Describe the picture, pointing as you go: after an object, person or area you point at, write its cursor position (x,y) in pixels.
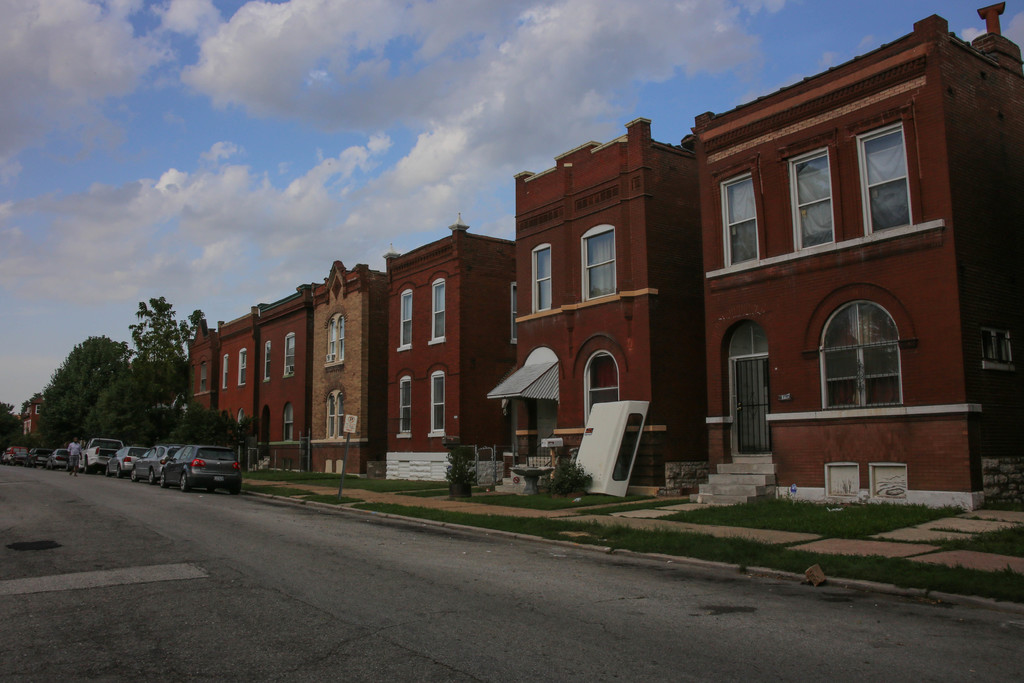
In this image I can see at the bottom (280,612) it is the road (289,576), few cars (161,458) are parked on it. On the right side (813,370) there are buildings (708,357), at the back side (152,354) there are trees (156,373), at the top (400,115) there is the cloudy sky (396,126).
